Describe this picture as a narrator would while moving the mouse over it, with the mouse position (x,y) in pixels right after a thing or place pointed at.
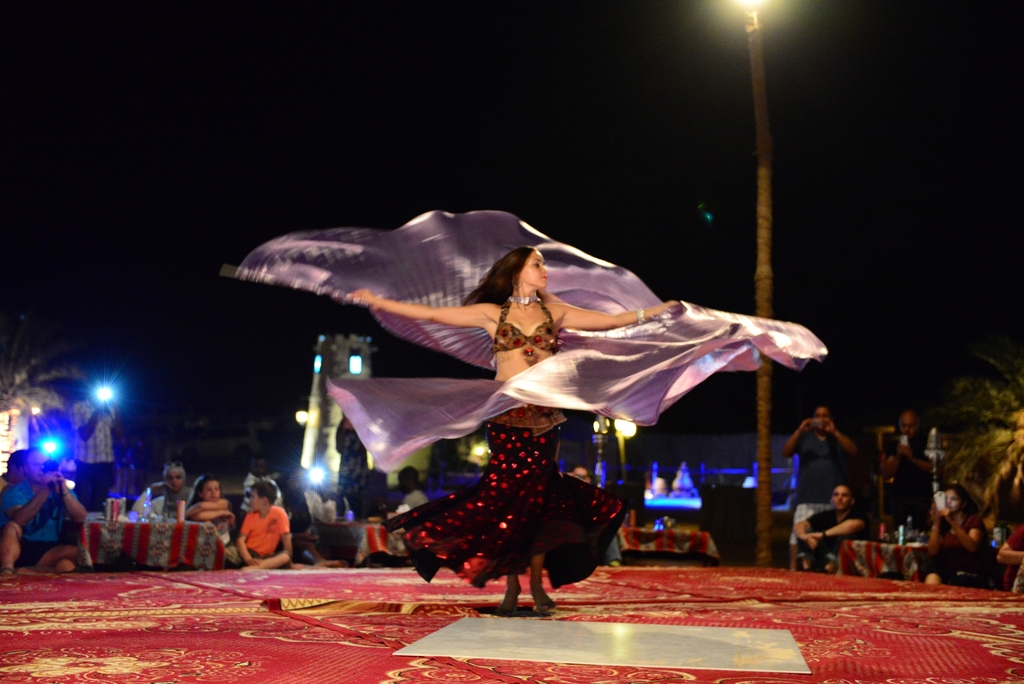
This is an image clicked in the dark. In the middle of the image (531,330) I can see a woman (505,423) is dancing on the floor (632,638) by holding a cloth (631,308) in the hands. In the background (143,494), I can see few people (290,534) are sitting on the floor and looking at this woman (509,325) and also I can see few trees (983,417) and lights (728,8). The background (81,231) is in black color.
